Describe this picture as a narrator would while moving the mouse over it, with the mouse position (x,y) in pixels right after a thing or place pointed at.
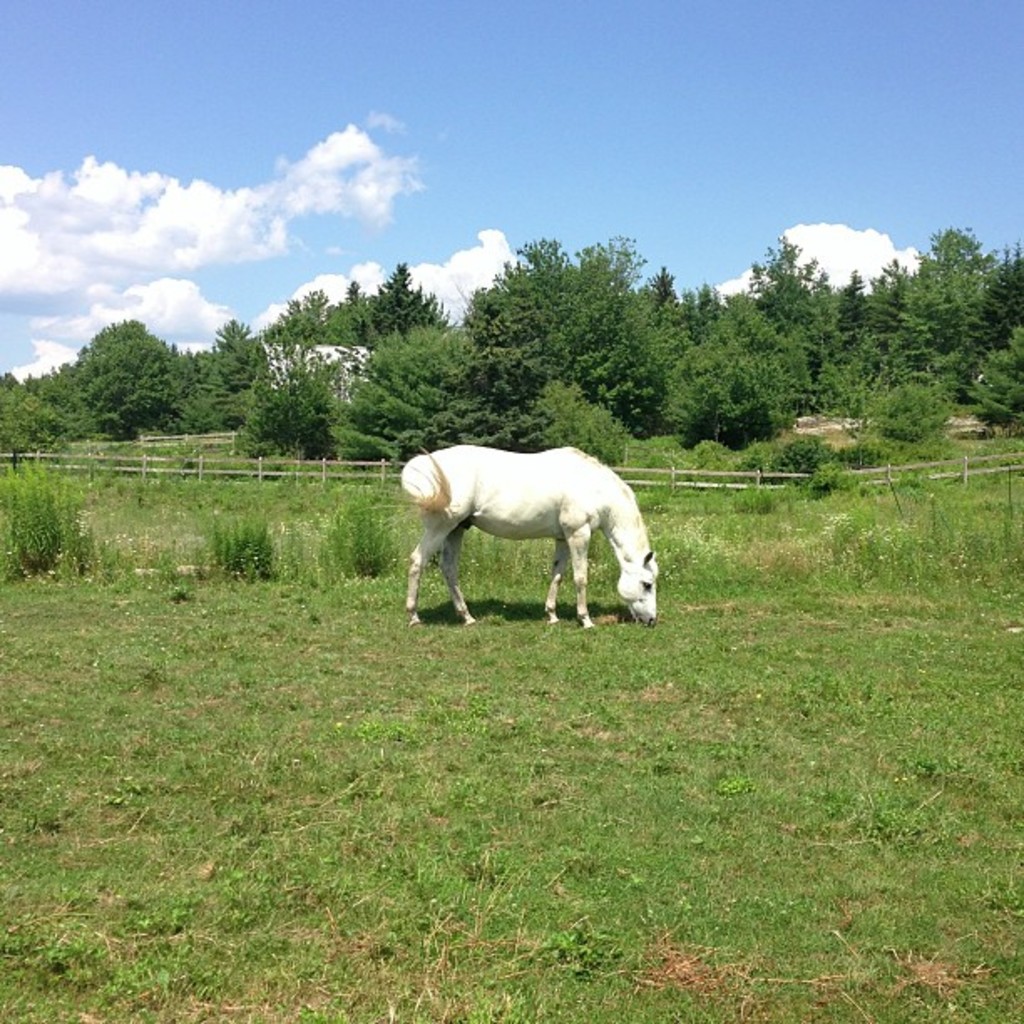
The picture is taken in a field (565,723). In the foreground (118,492) there are shrubs (69,545), horse (512,531) and grass (87,545). In the center of the picture (517,441) there are trees (263,396) and fencing (117,458). At the top (492,145) it is sky (881,114).
